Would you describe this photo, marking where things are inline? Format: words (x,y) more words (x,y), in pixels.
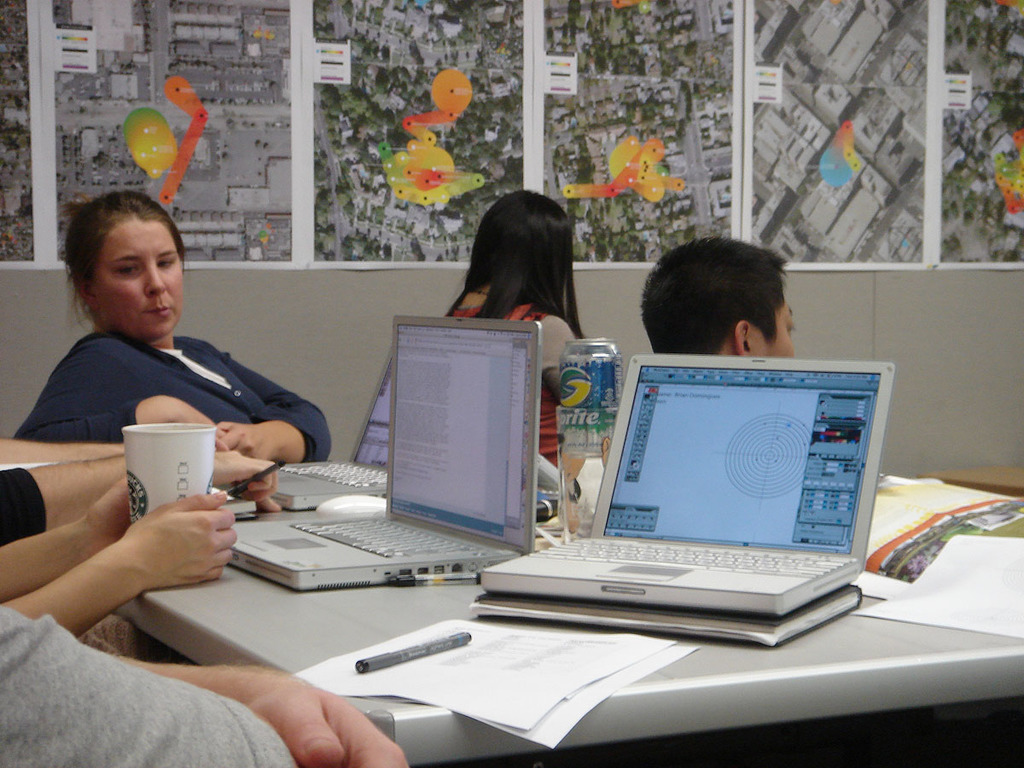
In this image there are few people (215,533) in the room (462,581), there are laptops (701,514), papers (525,681), a pen (426,656), a cup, a tin (611,416), bottle (592,470) on the table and there are images (806,462) and some text (838,448) on the screens (690,468) of the laptops (700,466), there are a few posters (412,100) attached to the wall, there are images (490,116) of the buildings (271,258) and symbols (391,152) on the posters (431,171).
